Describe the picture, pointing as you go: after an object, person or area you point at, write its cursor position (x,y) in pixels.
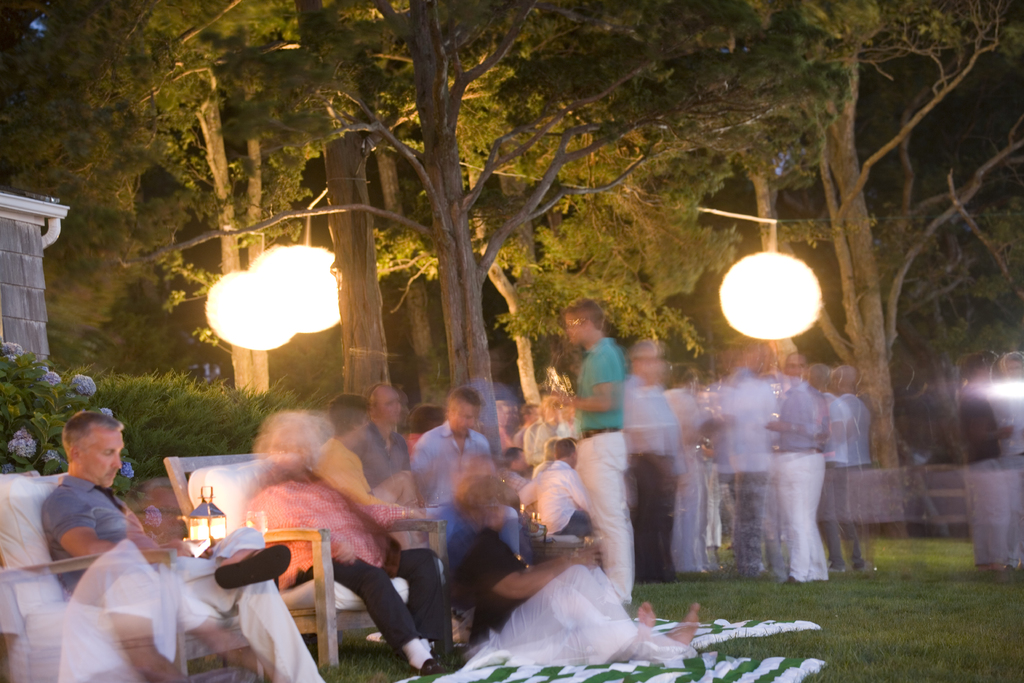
At the bottom of the image (578,609) there are few people (542,500) sitting on the ground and few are sitting on the chairs (103,556). In the background (55,311) there are trees (356,212) with lamps (263,335) hanging to it. On the left side of the image (26,430) there are plants (59,396) and also there is a wall (27,279).
